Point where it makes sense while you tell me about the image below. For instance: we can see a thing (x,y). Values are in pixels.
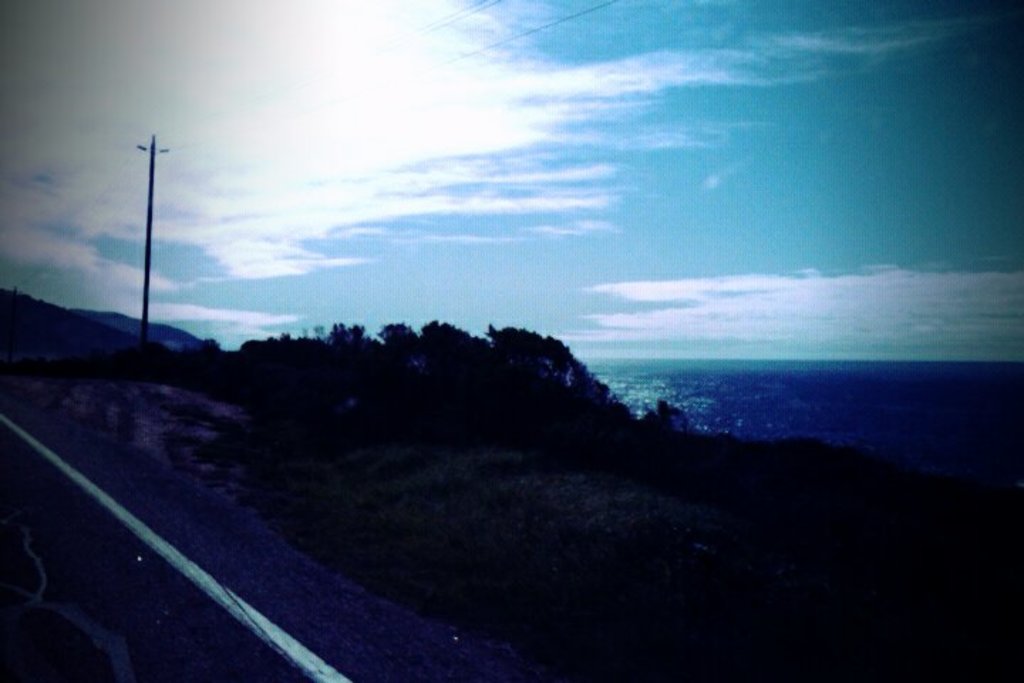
In the middle of the image (525,352) there are some trees (385,350) and poles (146,272). Behind the trees (608,393) there is water (1005,437). At the top of the image (938,30) there are some clouds (381,0) and sky (839,215).
